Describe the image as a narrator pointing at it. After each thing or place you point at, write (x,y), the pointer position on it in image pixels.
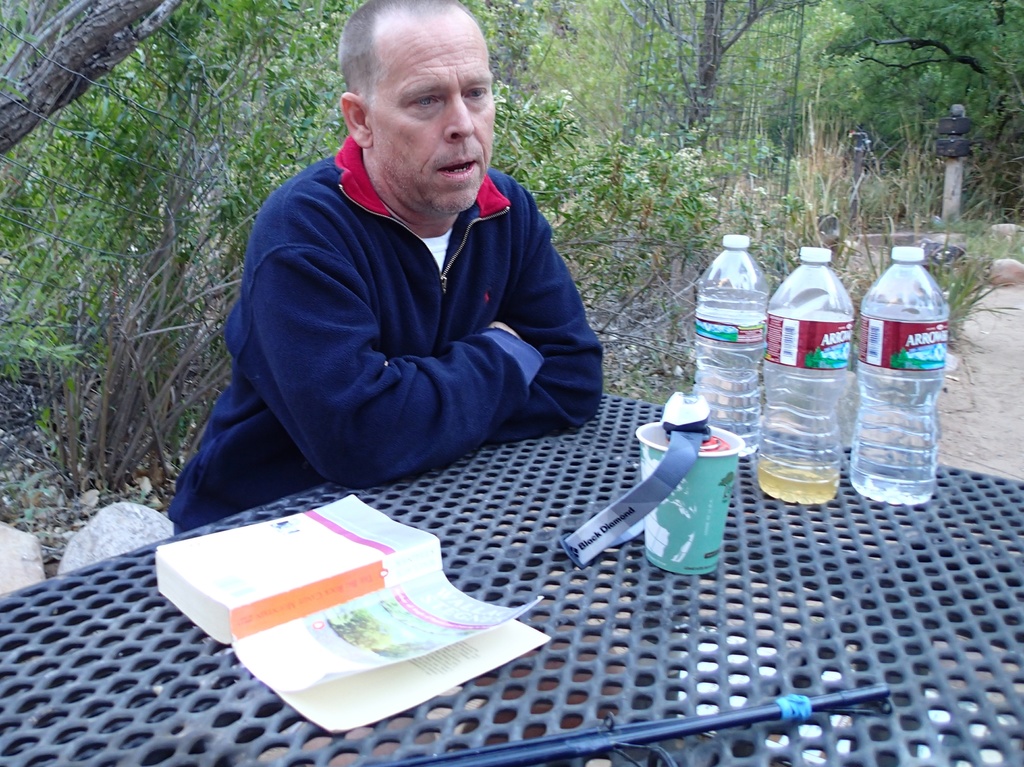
Here there is a person (435,365) sitting and on the table (654,596) there is a book (323,551), cup (687,509), 3 water bottles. In the background (547,174) there are trees (547,174).
